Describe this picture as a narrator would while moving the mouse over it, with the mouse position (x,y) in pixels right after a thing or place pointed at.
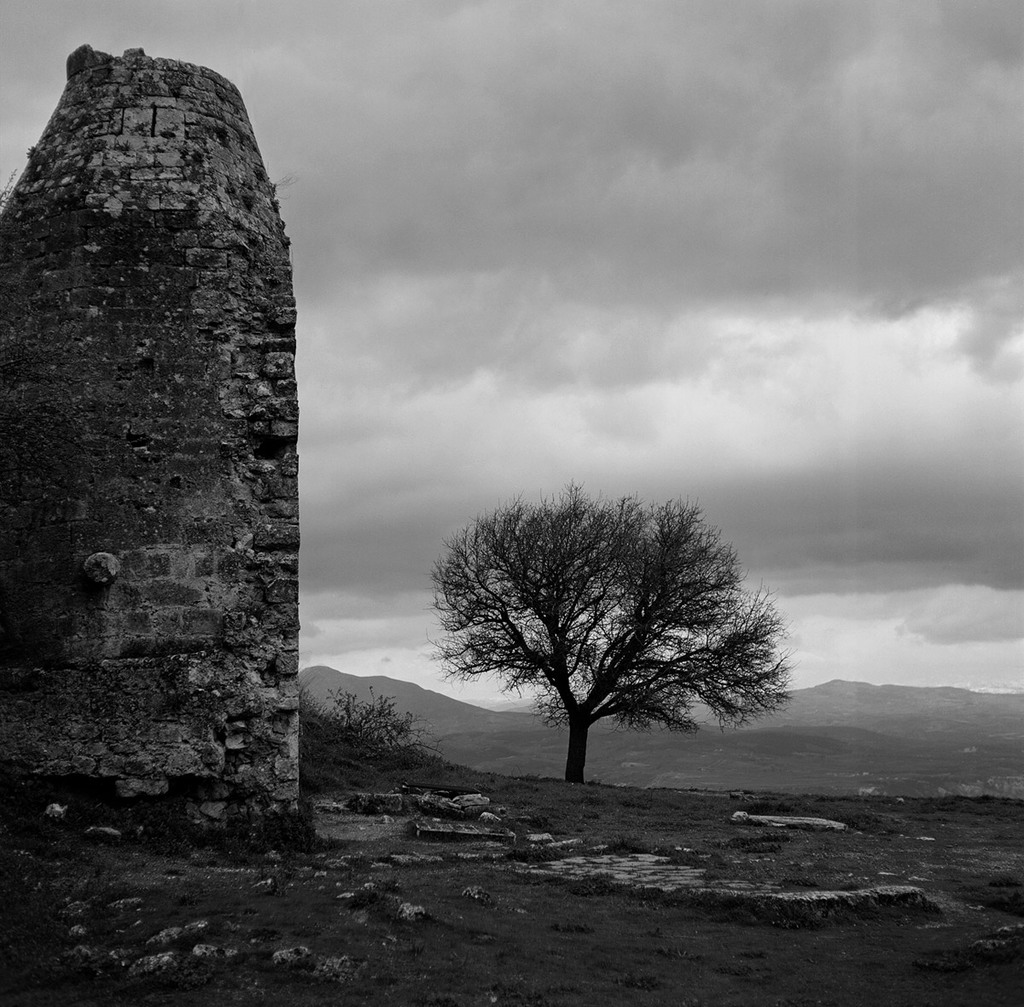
In this picture I can see a wall (163,333) on the left side (207,351), in the middle (600,574) there are trees (646,726) and hills (597,739). At the top (661,314) I can see the sky (683,392).
